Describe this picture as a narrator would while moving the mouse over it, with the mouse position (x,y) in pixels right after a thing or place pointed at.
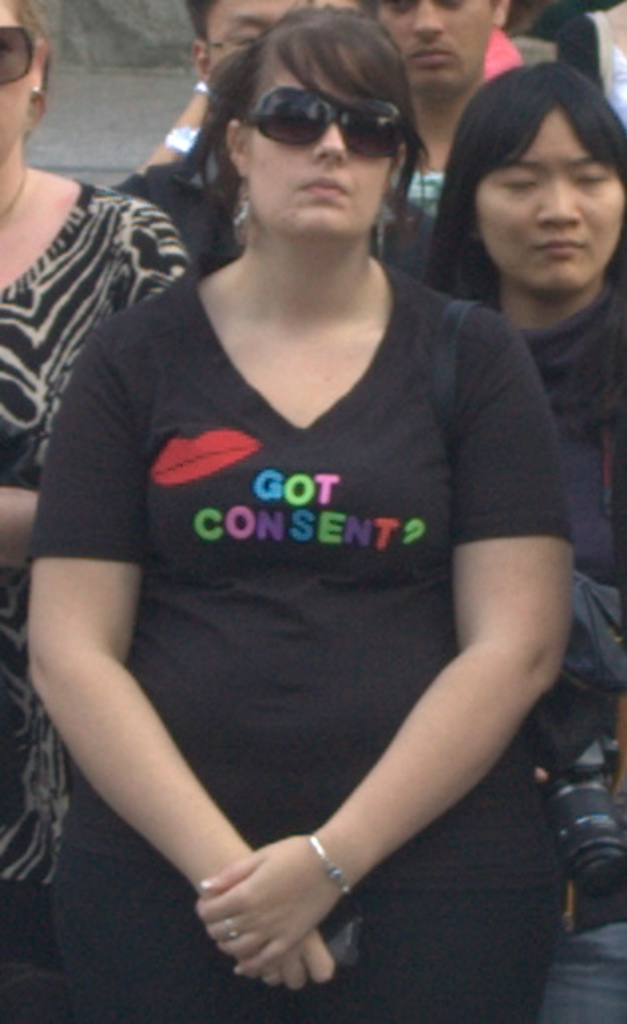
In this image there is a woman (312,499) in the middle (323,501) who is wearing the black t-shirt (278,497) and black spectacles (314,133). In the background (52,240) there are few other people (506,133). On the right side (541,751) the woman (504,261) is wearing the camera (559,782).
